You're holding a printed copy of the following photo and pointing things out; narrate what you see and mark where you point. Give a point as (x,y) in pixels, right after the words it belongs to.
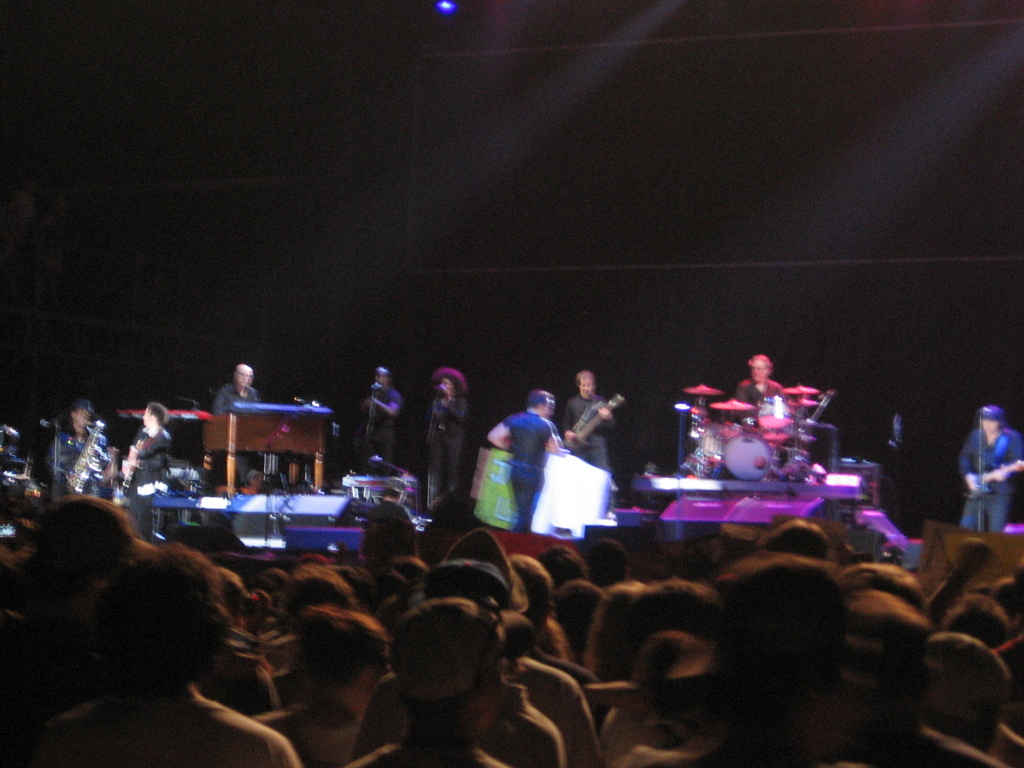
In this image I see number of people (73,493) in which these people (988,454) who are on the platform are holding musical instruments (300,443) in their hands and I see that it is dark over here and I see the light (446,5) over here.
